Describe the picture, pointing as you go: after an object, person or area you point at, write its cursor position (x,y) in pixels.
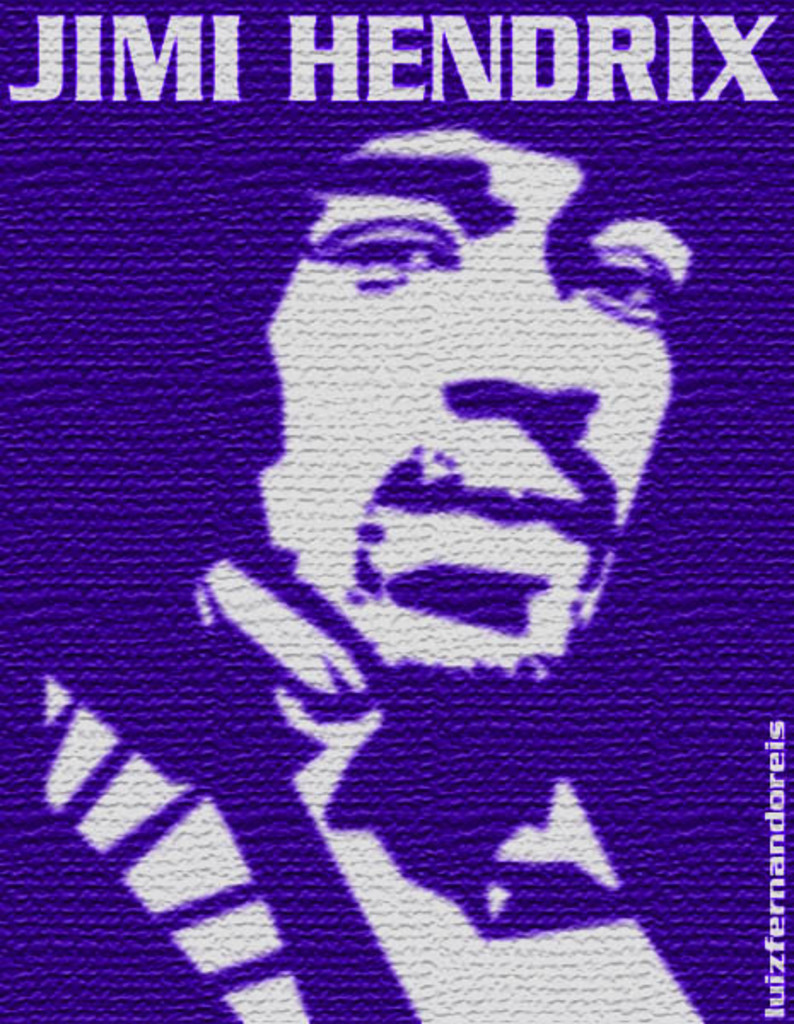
This picture shows a man (347,153) and we see text (761,87) on the top of the picture (90,24) and at the right bottom (779,1012).
